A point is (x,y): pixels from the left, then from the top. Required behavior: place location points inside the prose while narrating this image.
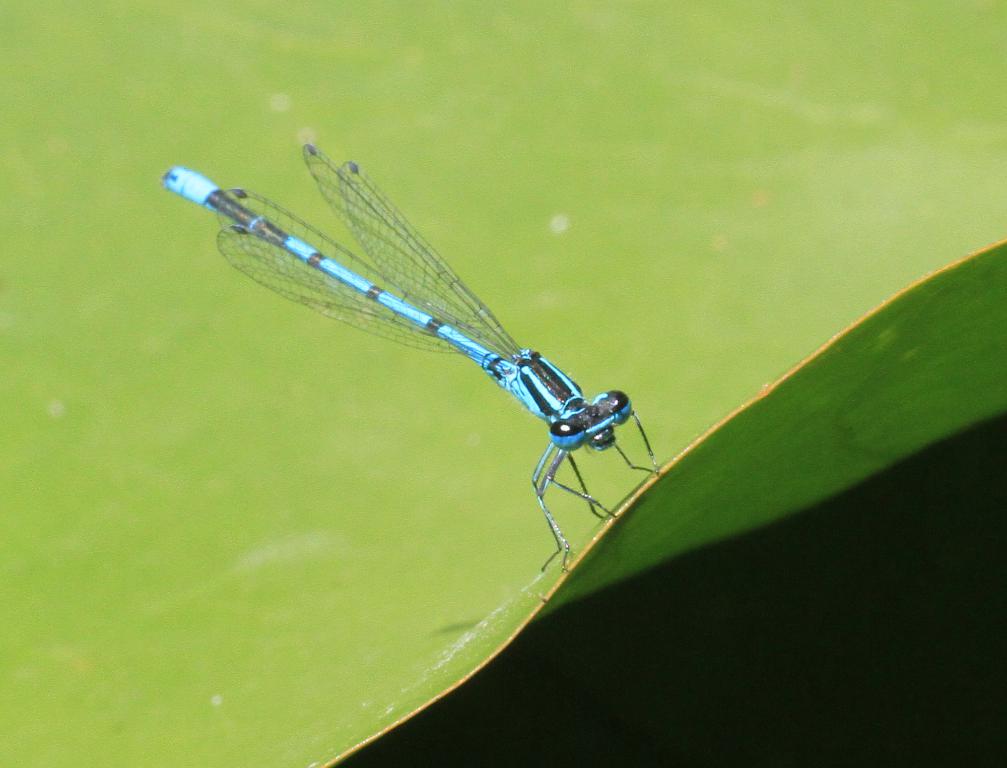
In the center of a picture there is a dragonfly (533,413) on a green color object (605,517).
